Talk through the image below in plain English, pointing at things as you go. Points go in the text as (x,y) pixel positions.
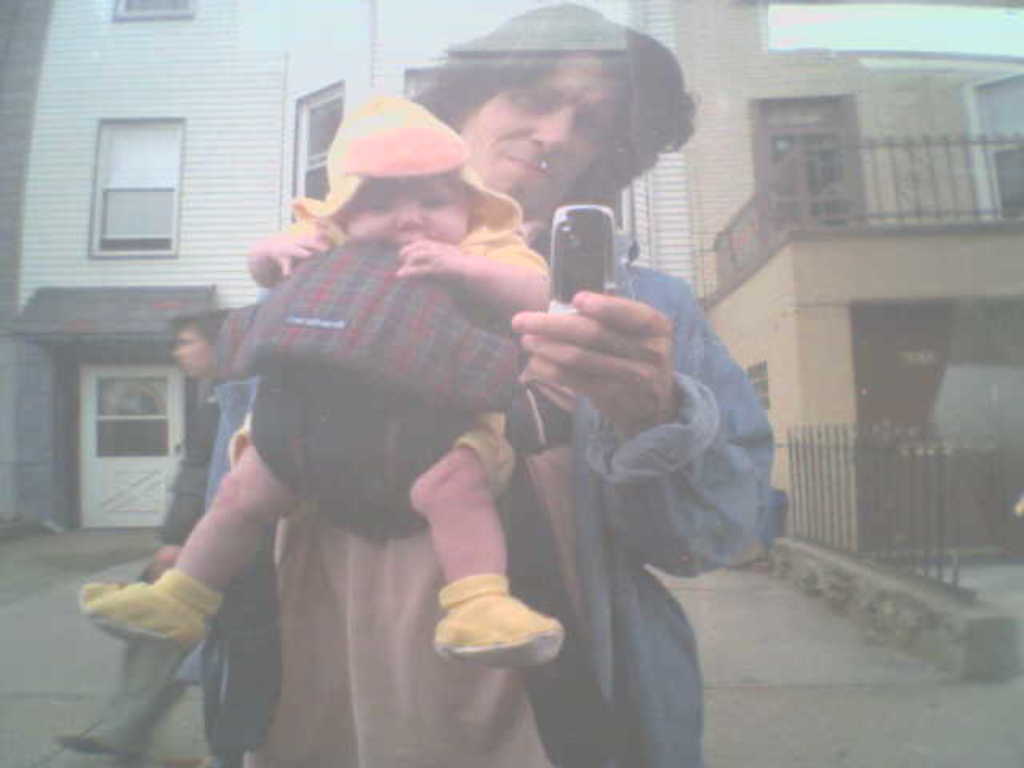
In this picture I can see a man (615,500) carrying a baby (359,310) and he is holding a mobile (579,213) in his hand (640,348) and I can see another man (191,472) walking on the left side (189,420) and I can see buildings (961,90) in the back (249,163).
